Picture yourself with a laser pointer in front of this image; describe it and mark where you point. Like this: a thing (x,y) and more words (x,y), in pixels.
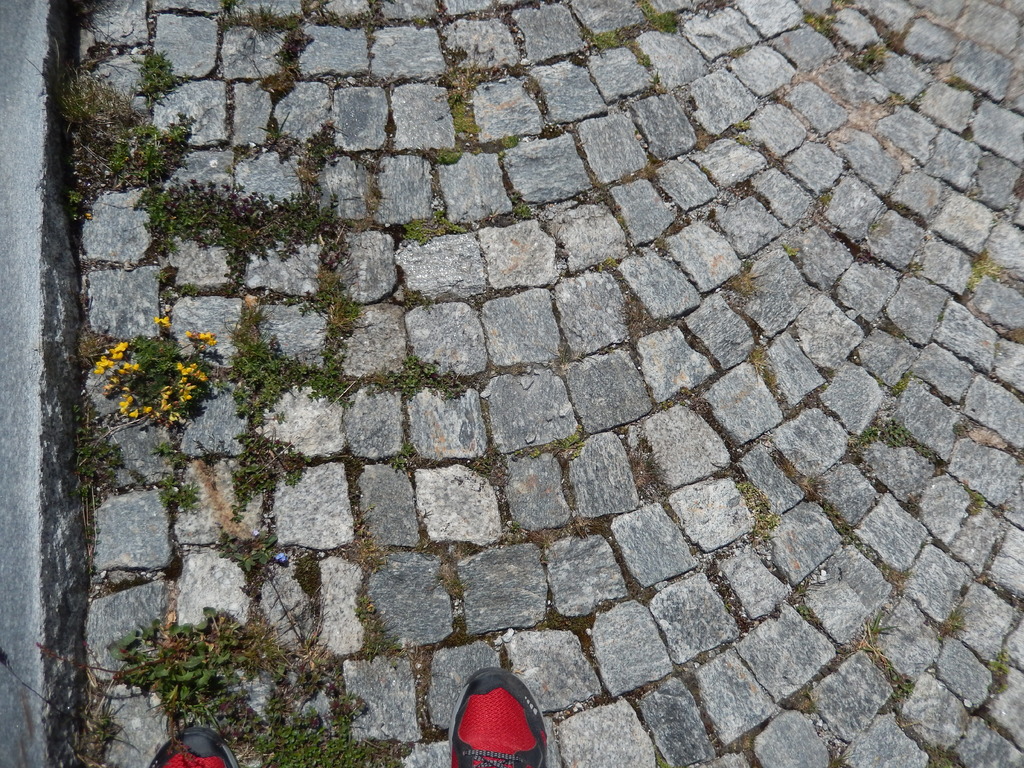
In this picture I can see the stone floors (644,248) and grass (458,113). On the left (199,355) I can see some yellow flowers (191,337). At the bottom (481,744) there are two shoes (496,720).
